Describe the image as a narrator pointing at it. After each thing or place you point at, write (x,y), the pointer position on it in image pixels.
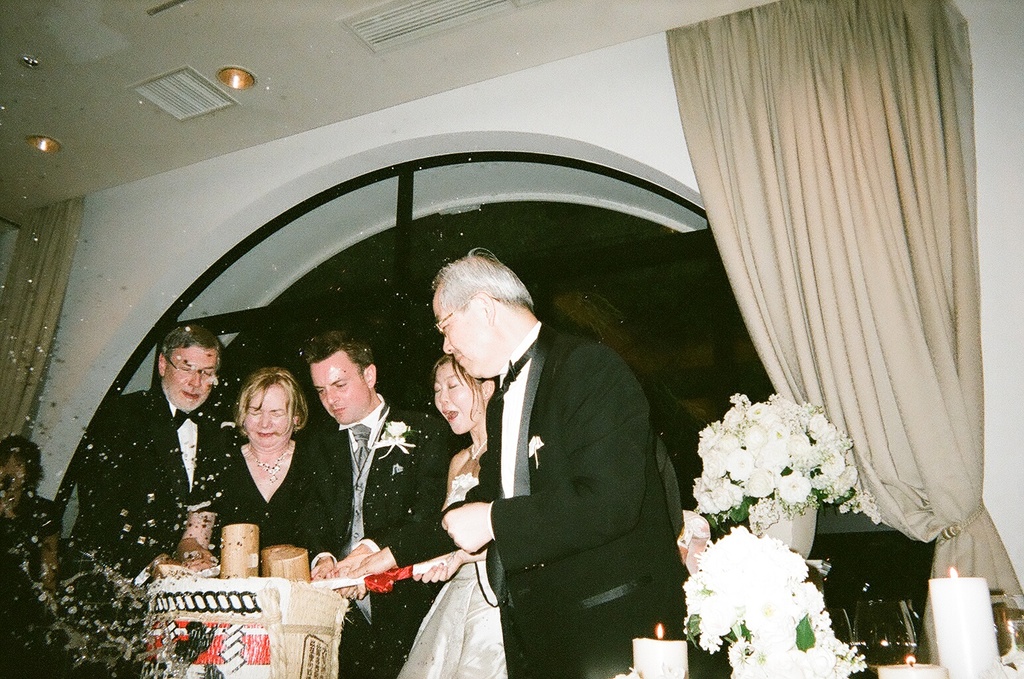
In this picture we can see a few people (670,577). There are some flowers (693,636) and candles (933,579) on the right side (983,611). We can see a curtain (968,122) and some lights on top (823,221).
